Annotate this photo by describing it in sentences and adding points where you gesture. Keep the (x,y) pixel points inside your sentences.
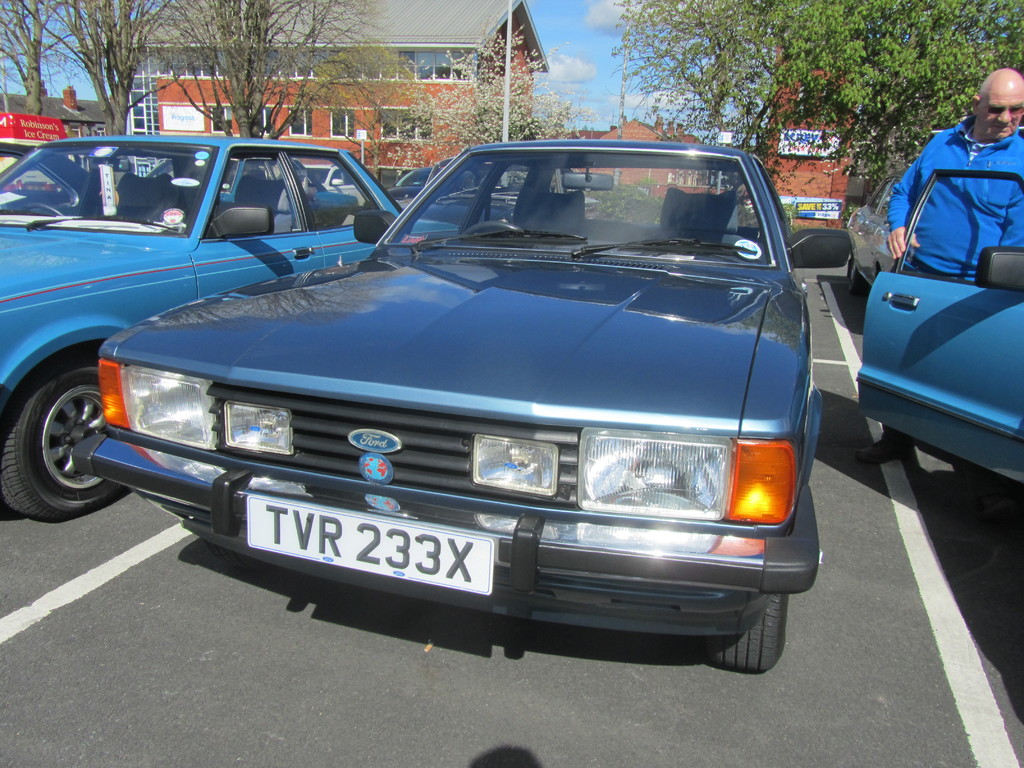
In this image, we can see some trees (526,59). There are cars (543,359) in the middle of the image (648,297). There is a building (452,73) at the top of the image (408,4). There is a person (935,139) on the right side of the image (977,154) holding a door (970,302) with his hand (897,235).
